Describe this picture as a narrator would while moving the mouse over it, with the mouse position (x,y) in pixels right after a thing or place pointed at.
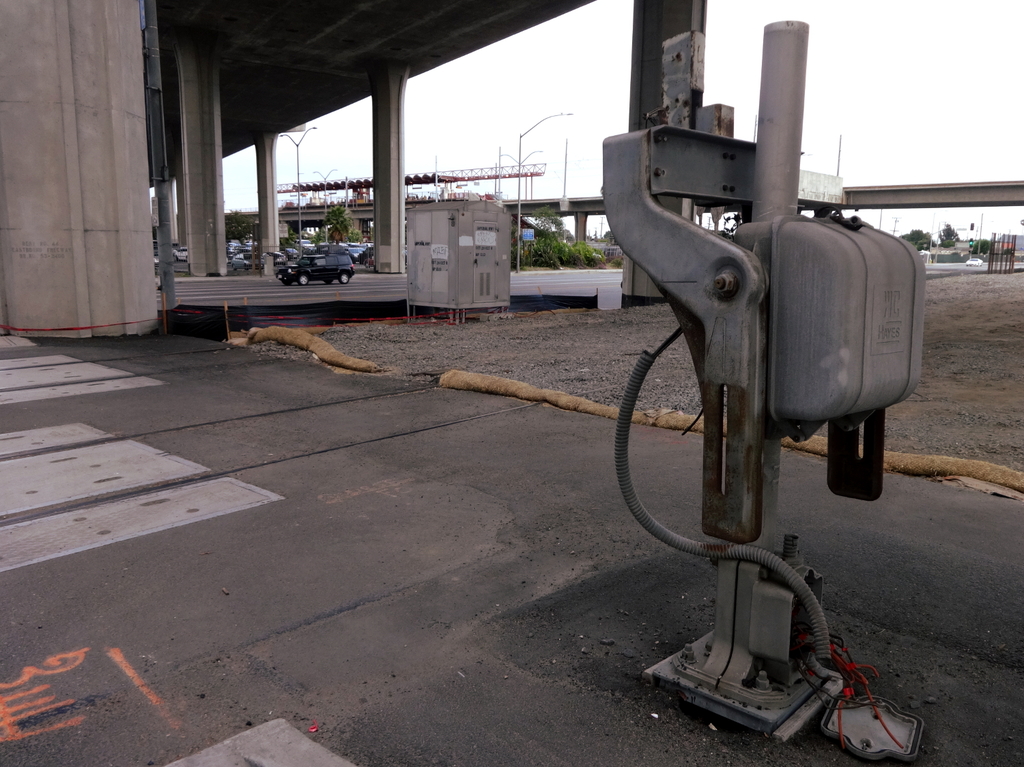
In this picture we can see a few machines (732,258) and vehicles (306,264) on the road (312,288). There are few street lights (519,258), trees (573,256) and a bridge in the background (520,245).
